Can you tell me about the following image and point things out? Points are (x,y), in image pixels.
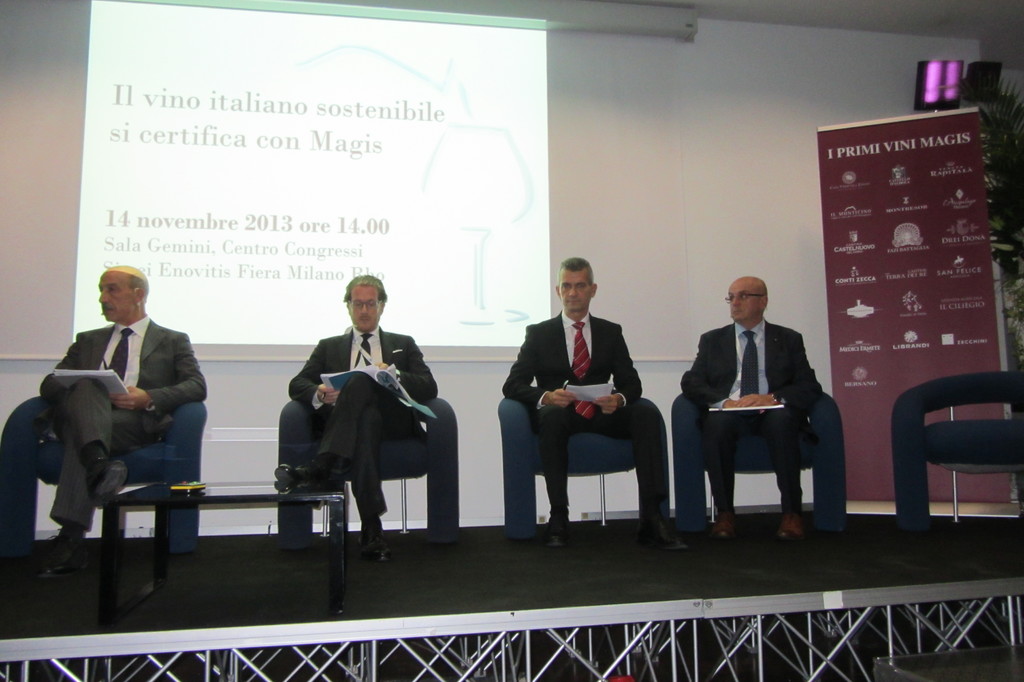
In this picture we can see four persons (783,350) sitting on the chairs (194,430). This is table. On the background (501,256) we can see a screen (422,139) and this is wall (724,169). And there is a banner (872,321).
